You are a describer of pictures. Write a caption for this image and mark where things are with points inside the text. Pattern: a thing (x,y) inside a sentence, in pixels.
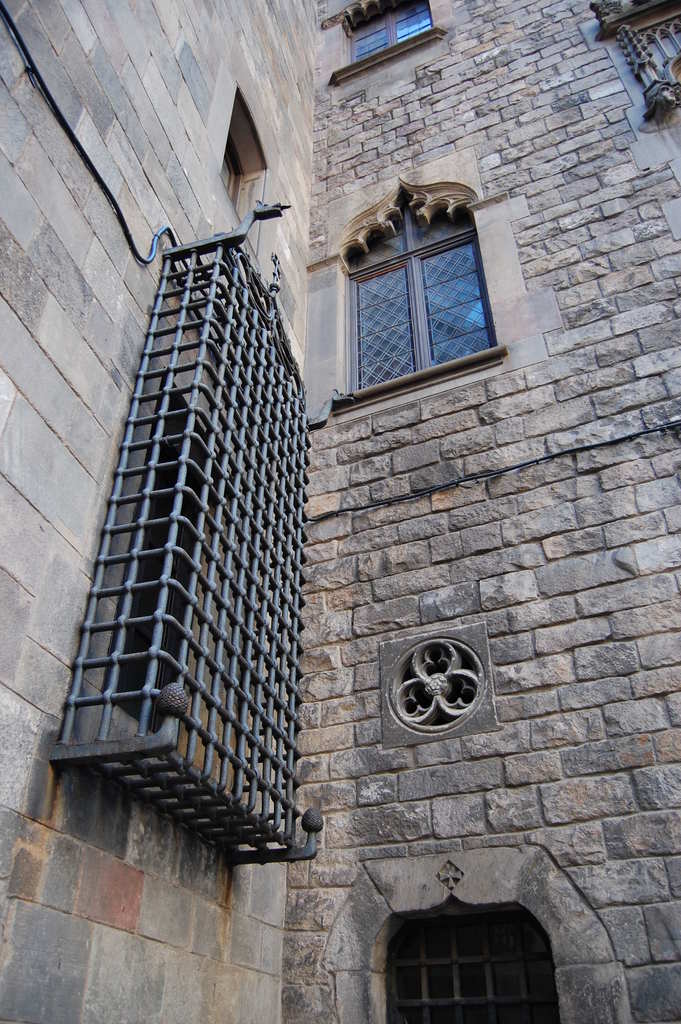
In this picture we can see a building (369,396) made of stone walls (431,142) and there are windows (404,324) and grill (186,638).
